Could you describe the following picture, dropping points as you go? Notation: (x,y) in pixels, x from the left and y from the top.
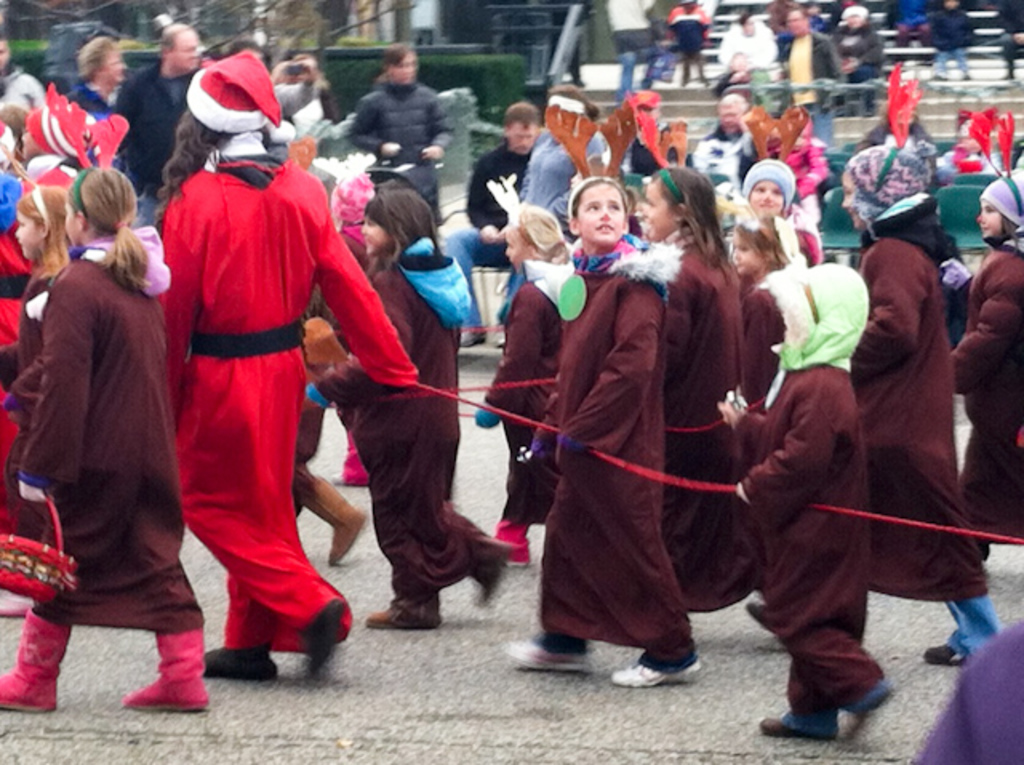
In this image we can see the people (285,261) and also the kids (694,306) walking on the road (453,637). We can also see the rope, stairs (700,94), trees (184,11) and also the plants (463,77). We can also see the people (626,156) wearing the caps (898,159).
